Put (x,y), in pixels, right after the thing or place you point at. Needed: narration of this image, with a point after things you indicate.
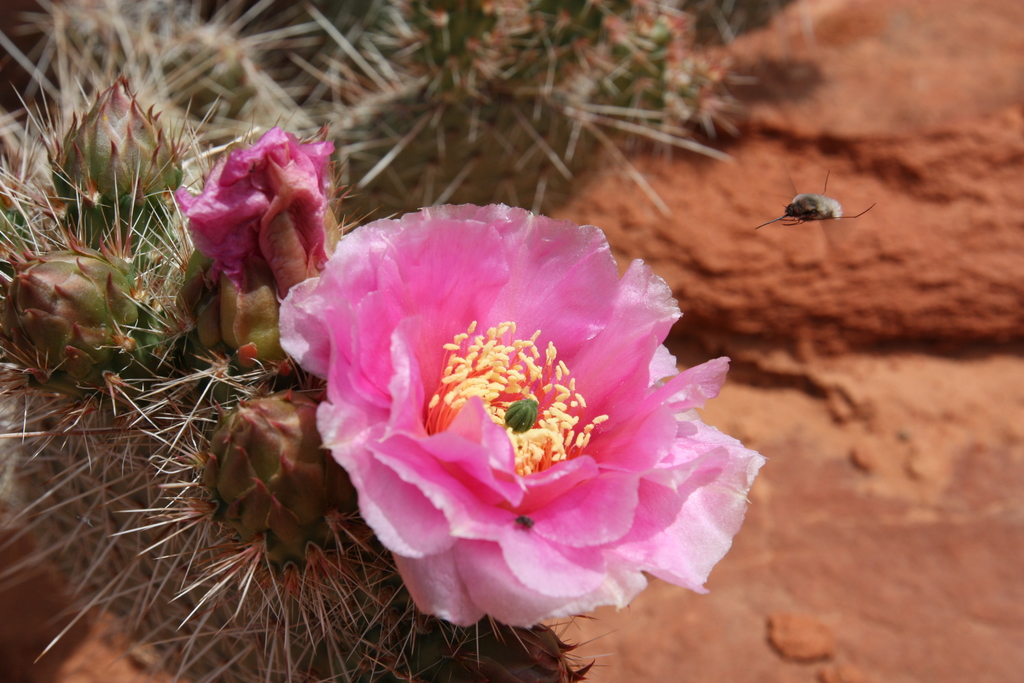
In this picture there is a flower (548,479) which is in pink and yellow color and there is an insect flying in the air beside it.
